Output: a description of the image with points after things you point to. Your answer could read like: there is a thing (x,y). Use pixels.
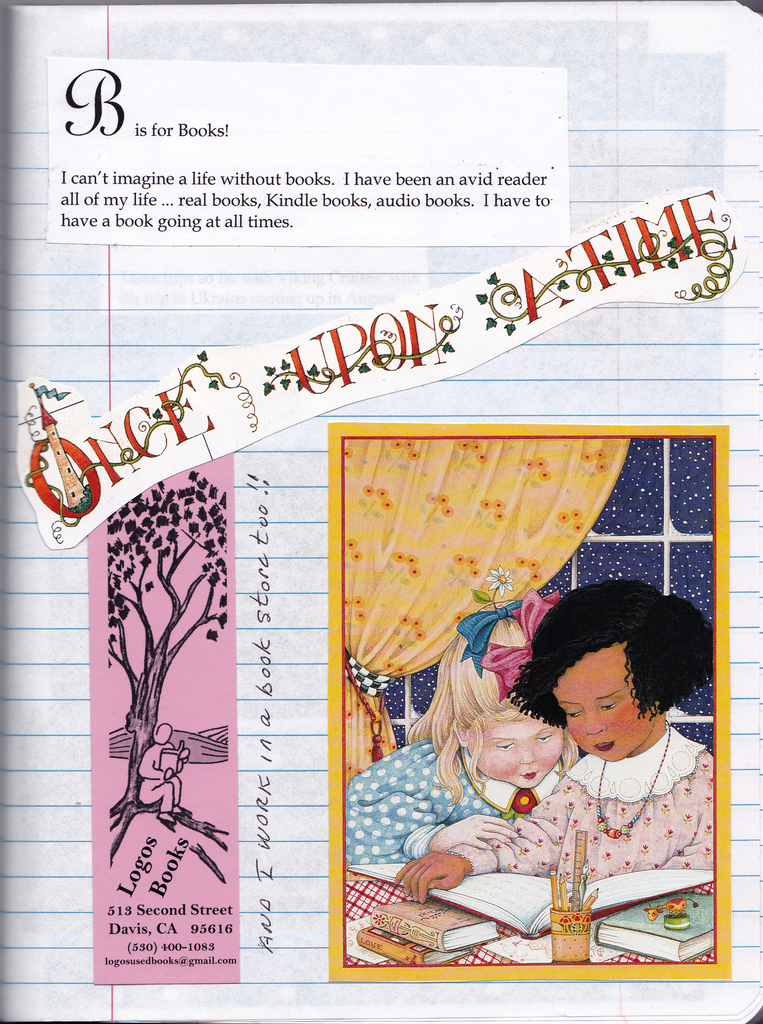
In this image we can see a page (65,882) of a book (72,889). On the page (277,907) we can see few stickers (503,447). In the stickers (229,148) we can see some text (340,379) and images (414,877).
